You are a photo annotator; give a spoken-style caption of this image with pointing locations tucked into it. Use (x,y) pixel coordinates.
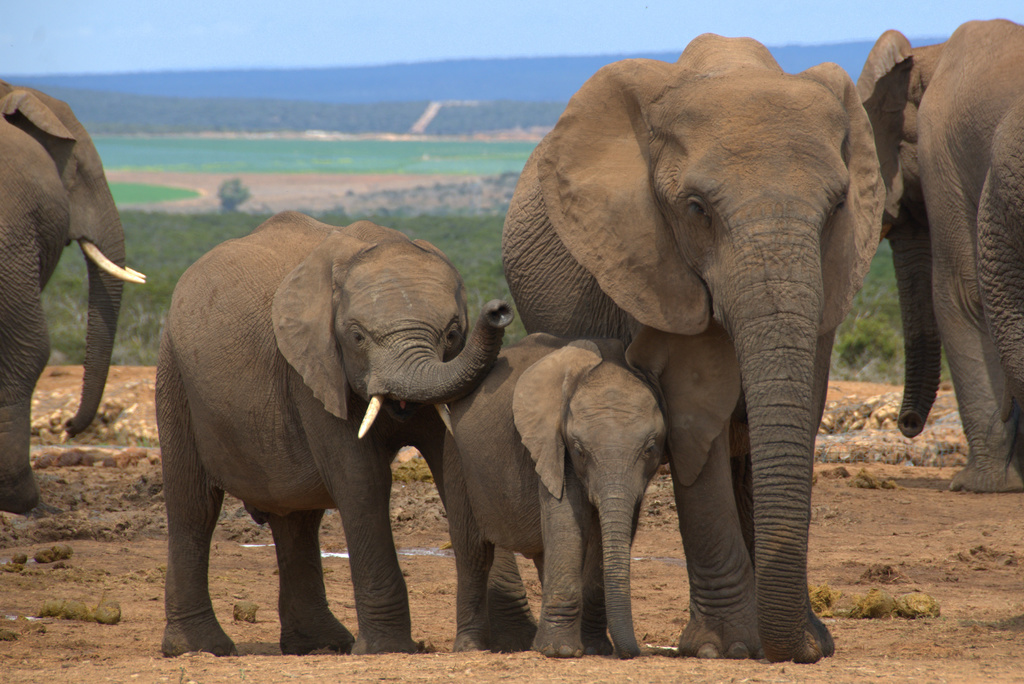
This is an outside view. Here I can see few elephants (956,224) on the ground (86,588). In the background (222,204), I can see the field (344,150) and a hill (426,72). At the top (253,24) there is a sky (199,34).
